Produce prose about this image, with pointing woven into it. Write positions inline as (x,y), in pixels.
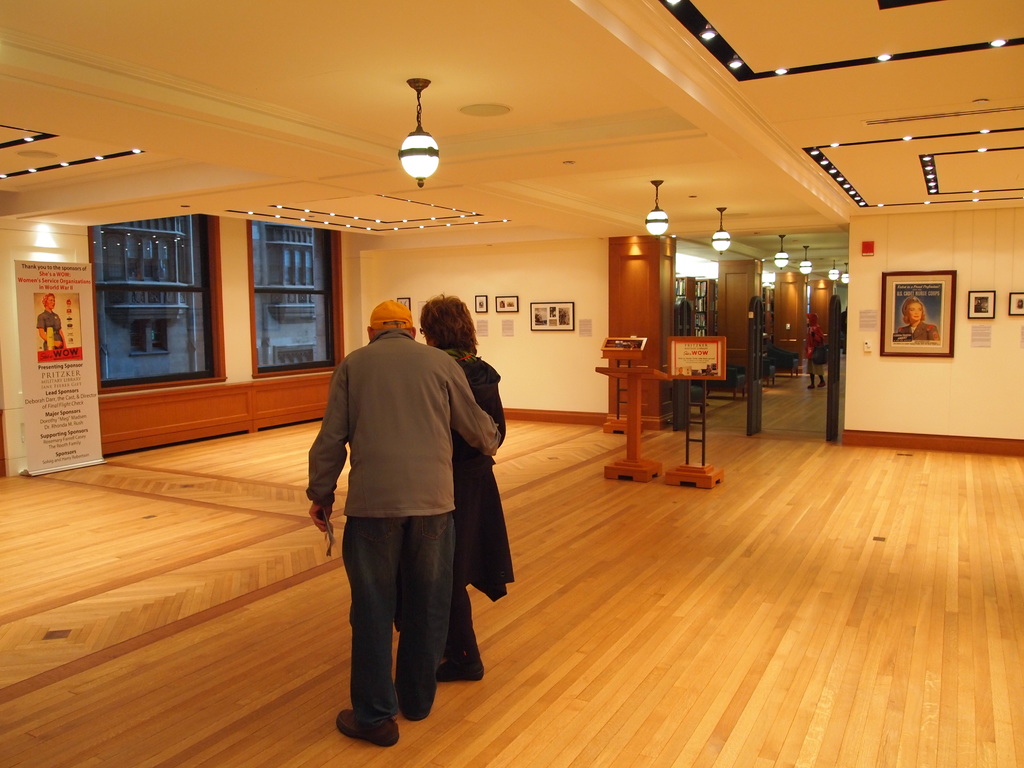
In the picture I can see two persons (425,505) are standing and there is a banner (79,371) in the left corner (59,349) and there are few photo frames (559,323) attached to the wall (974,321) in the background (911,303) and there are few lights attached to the roof (340,124) above them.
